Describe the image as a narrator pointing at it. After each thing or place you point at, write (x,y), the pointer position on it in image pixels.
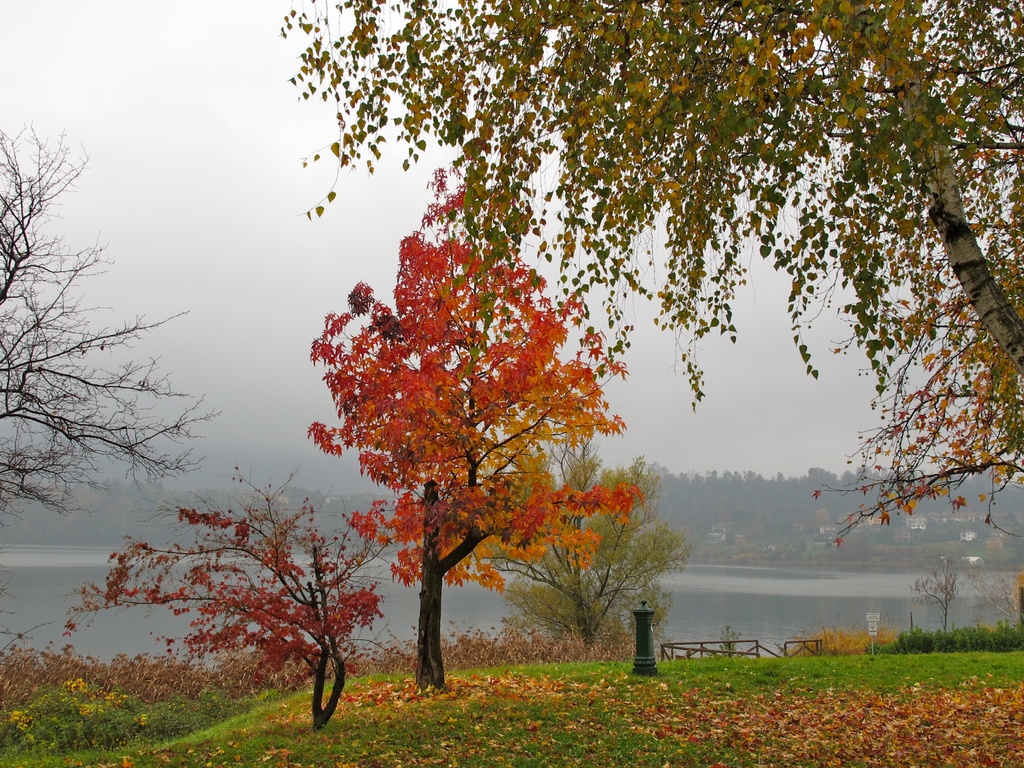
In this image we can see trees (910,508). In the background (314,526), we can see a lake (859,604) and trees (210,494). At the top of the image (319,161), we can see the sky (411,223). At the bottom of the image (766,687), we can see the dry leaves (930,731) on the grassy land (574,732).
